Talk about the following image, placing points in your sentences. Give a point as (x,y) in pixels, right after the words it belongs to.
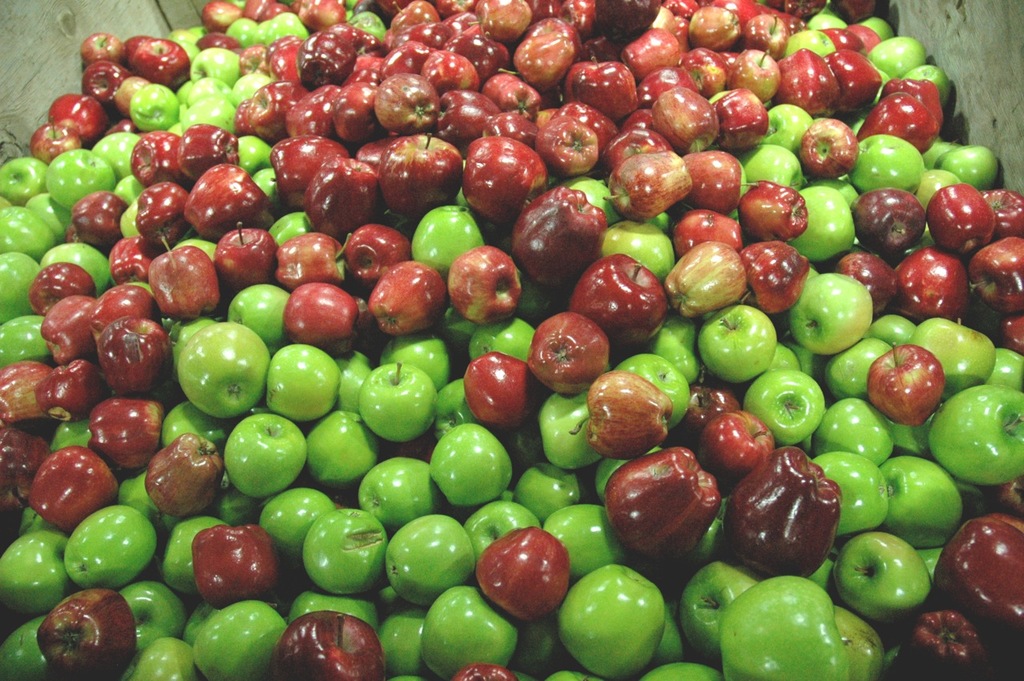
In this picture I can see red apples (820,6) and green apples (755,397).
